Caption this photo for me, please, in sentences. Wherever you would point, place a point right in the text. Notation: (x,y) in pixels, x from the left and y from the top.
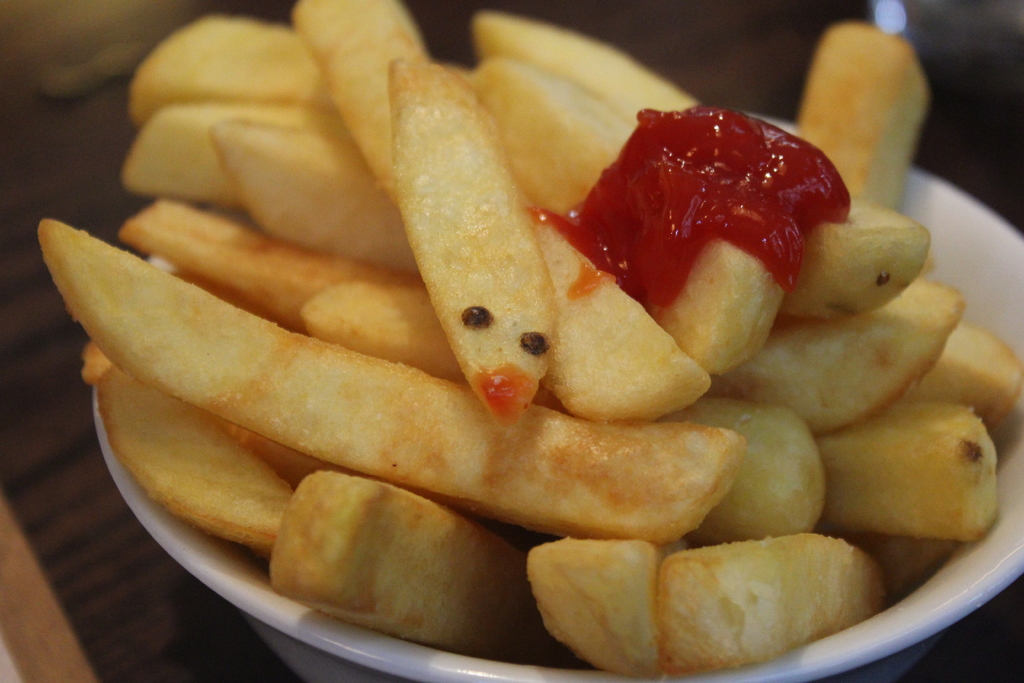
In this picture, we can see some food items (677,317) served in a container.
